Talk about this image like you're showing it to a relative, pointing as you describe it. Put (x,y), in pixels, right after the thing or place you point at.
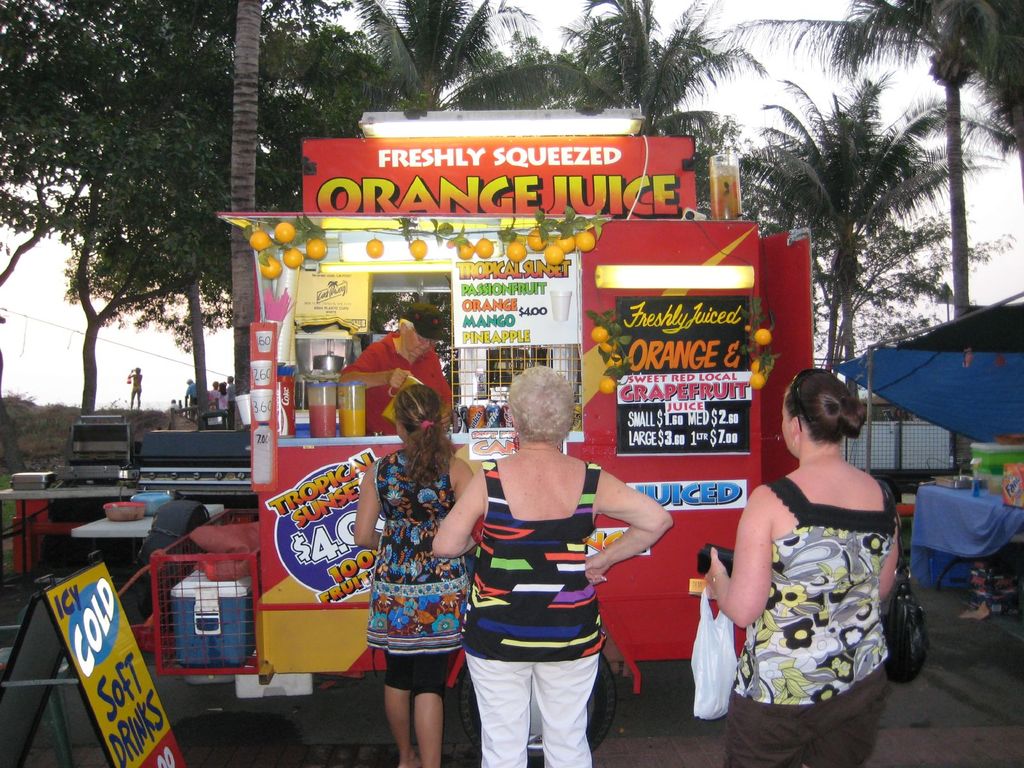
In this image I can see few people (406,398) are standing in front of the stall (480,379). I can see one person (391,383) is holding a jar (393,402) and few object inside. I can see few objects (247,410) around. Back I can see few trees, tent (958,390), net fencing (913,441) and few objects (179,453) on the ground (145,424). The sky (921,70) is in white color.
